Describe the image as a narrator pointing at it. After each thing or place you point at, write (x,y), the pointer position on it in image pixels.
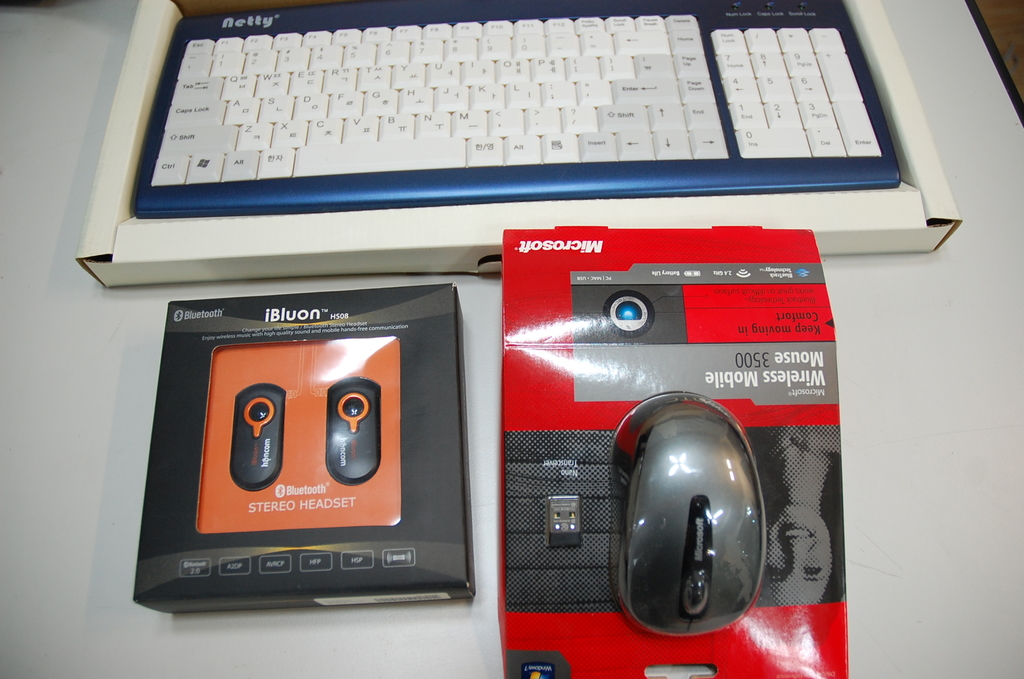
In the picture there is a keyboard (639,75), a mouse (742,477) and a headset (375,399) are kept on a table (92,451).
